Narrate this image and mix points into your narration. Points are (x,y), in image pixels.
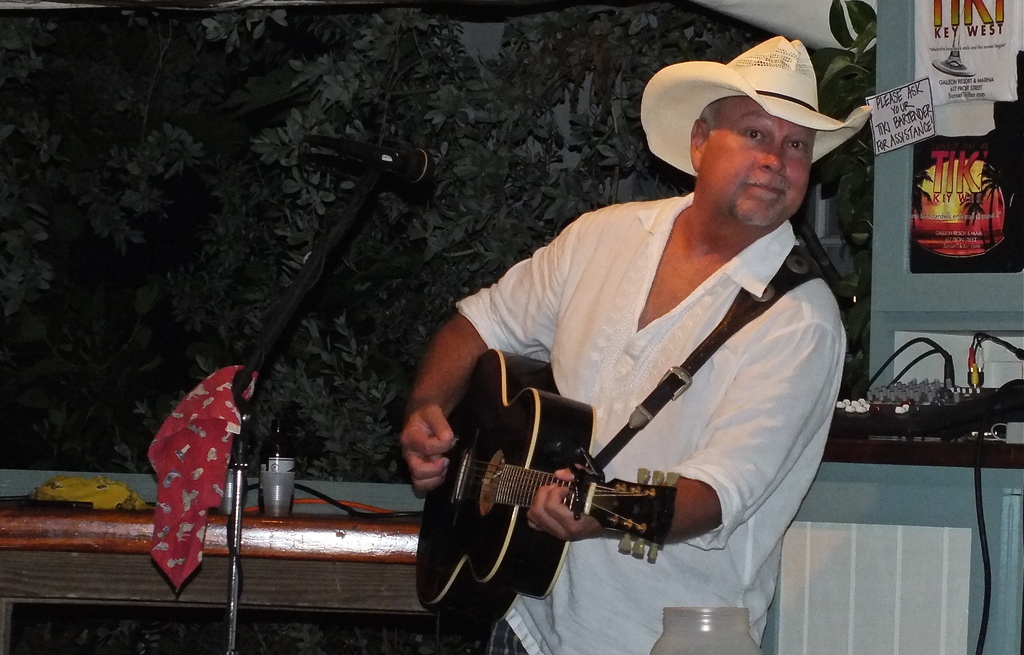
In this image there is a person (515,614) towards the right (723,450), he is wearing a white shirt (626,336), white hat (722,91) and holding a guitar (479,531). In front of him there is a mike (385,161) and a red cloth (230,399) placed on the mike (239,524). In the background (477,107) there is a tree (502,64), papers (980,49) and a device (972,385) and table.
